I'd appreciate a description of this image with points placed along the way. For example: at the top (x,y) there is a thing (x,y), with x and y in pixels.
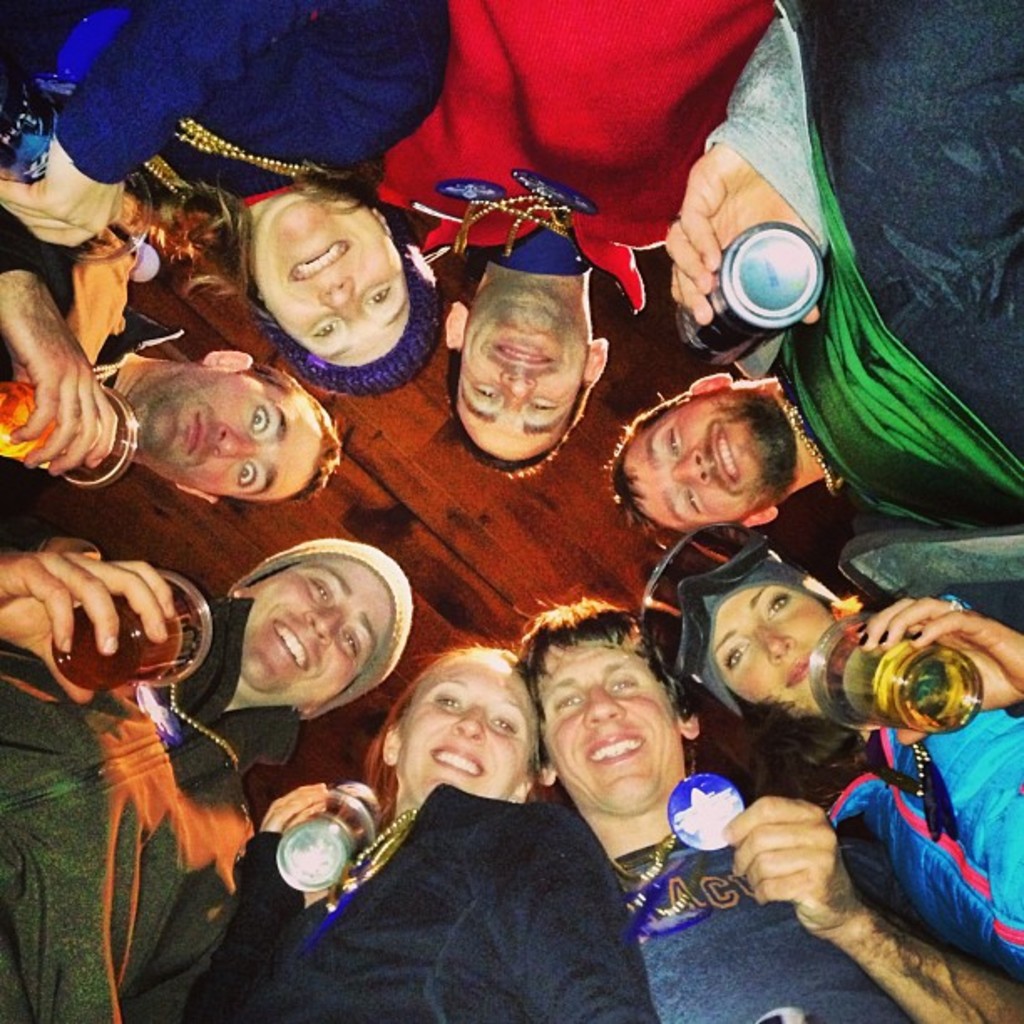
In this image, there are persons (120,342) in different color dresses (844,60), smiling, standing and formed a circle. Some of them are holding glasses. One of the rest is holding a tin (737,310). In the background (431,484), there is a brown color wooden roof (427,511).
